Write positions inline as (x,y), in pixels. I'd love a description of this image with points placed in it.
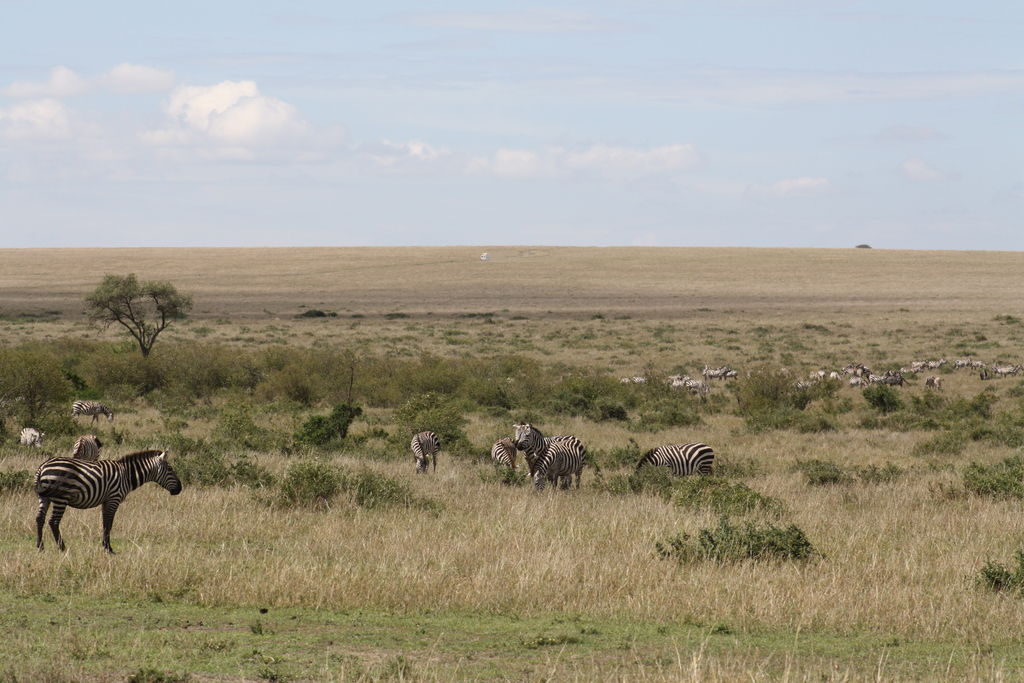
On the left side (50,473) there is a zebra (103,462) standing on the ground (123,571). In the center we can see group of zebra (578,478) and some zebra (681,463) is eating grass (632,516). On the right (1002,373) background we can see many zebras (701,391). Here we can see plants (549,383) and tree (129,289). In the background (417,330) there is grassland (184,262). On the top (712,131) we can see sky (434,67) and clouds (206,134).
